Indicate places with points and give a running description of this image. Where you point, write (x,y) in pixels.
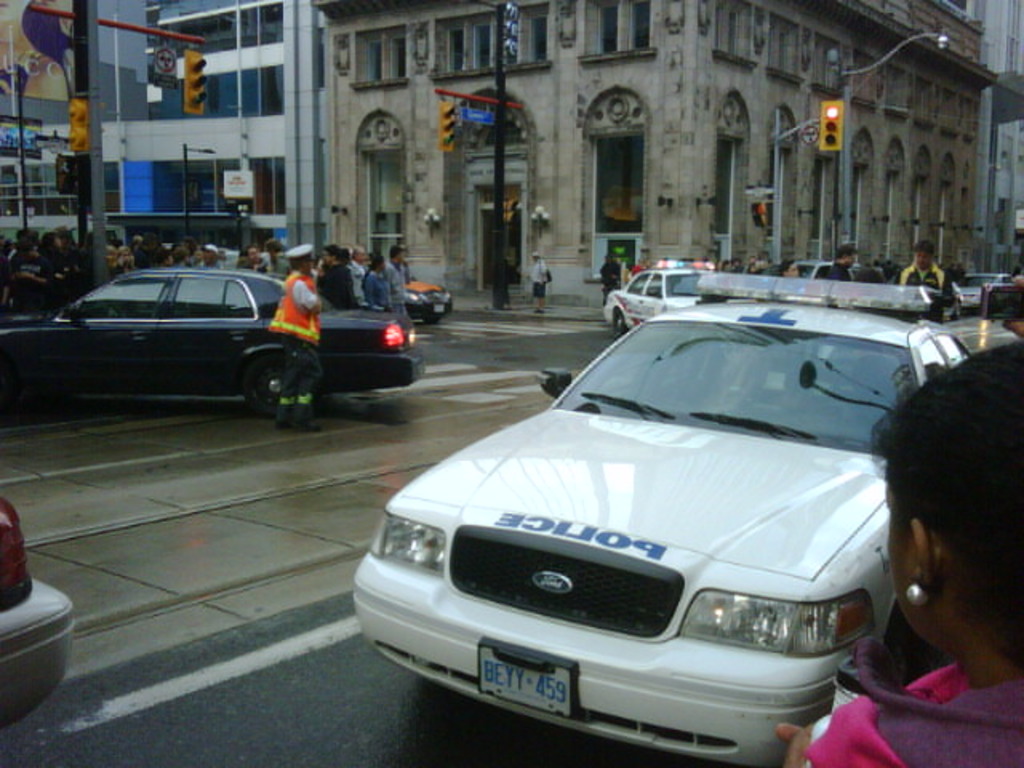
In this image I can see the road (199,587), number of vehicles (503,488) on the road (419,423) and number of persons (894,729) standing on the road (102,521). I can see few poles (775,252), few traffic signals (506,212) and few boards (460,110) attached to the poles (497,130). In the background (709,124) I can see few buildings (654,120).
